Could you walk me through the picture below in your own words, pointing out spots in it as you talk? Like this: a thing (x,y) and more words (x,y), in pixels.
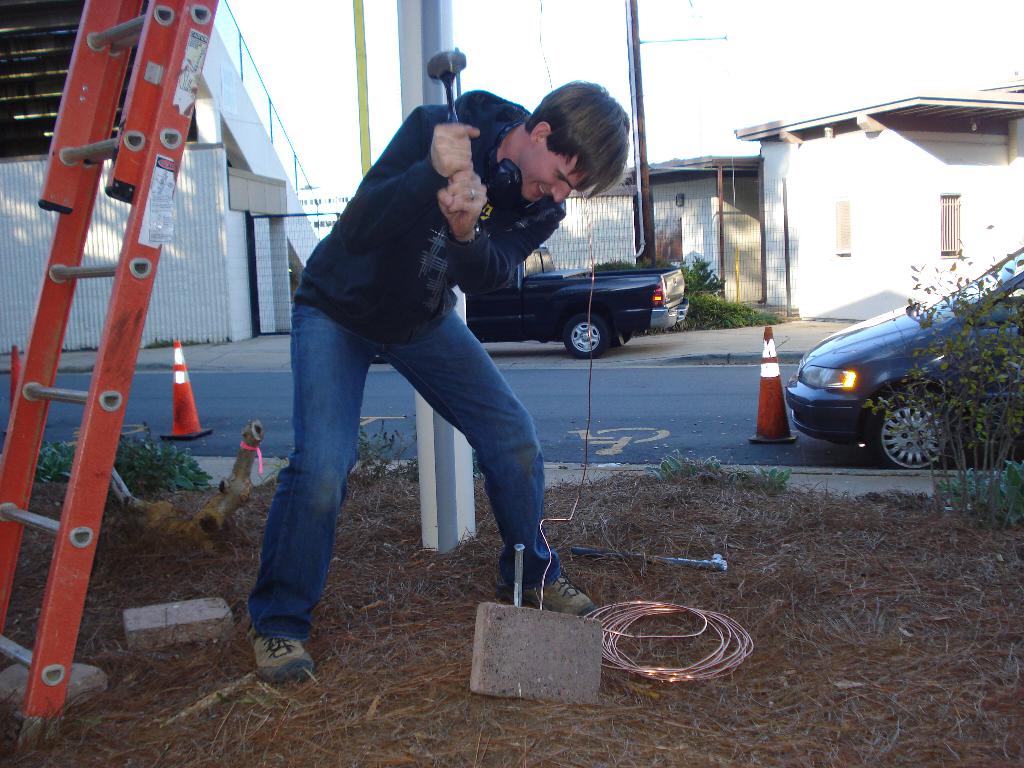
In the picture I can see a person (554,139) wearing hoodie (505,223), jeans (307,511) and shoes (585,594) is holding an object (455,113) in his hands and standing on the grassland (252,710). Here we can see a few more objects (728,672) are placed on the grass (379,647), I can see ladder (24,662) on the left side of the image (37,670), I can see the road cones (771,398) on the road (748,409), poles (357,59), I can see vehicles (678,310) parked here, I can see plants (965,363), I can see fence (278,274), houses (933,280) and the sky (244,3) in the background (878,267).
